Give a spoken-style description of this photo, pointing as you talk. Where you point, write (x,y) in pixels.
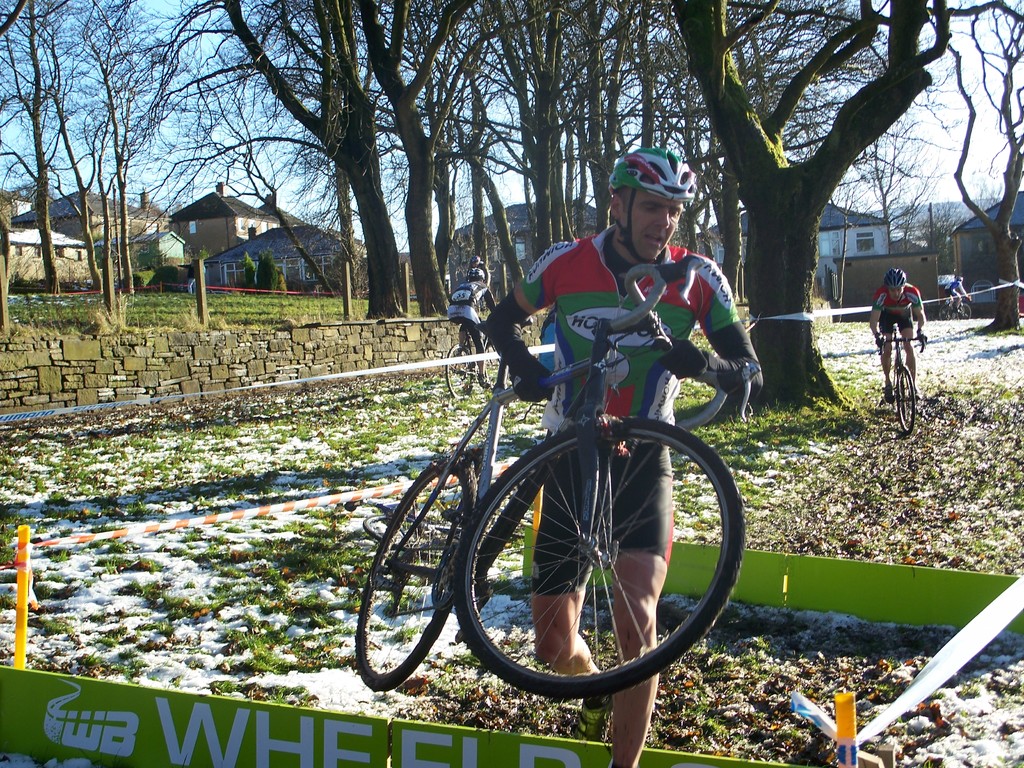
In this picture I can see there is a man (655,350) carrying a bicycle (464,556) and he is wearing a helmet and gloves (679,366) and in the backdrop (894,405) I can see there are some people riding the bicycle (911,398). On the floor (281,585) I can find there is snow (215,662) and grass (314,604) there is a wall (137,349) here and there are some trees (381,206), buildings (257,245) and the sky (303,160) is clear.
